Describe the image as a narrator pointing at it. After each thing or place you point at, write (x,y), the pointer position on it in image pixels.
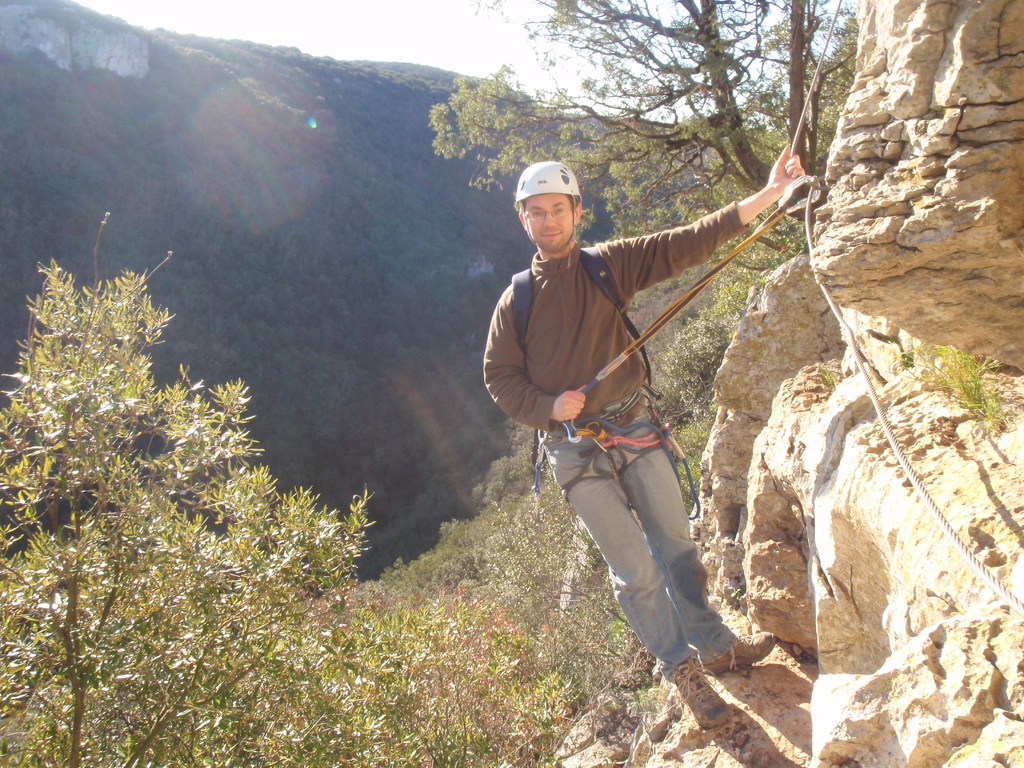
This image consists of a man (614,526) climbing the mountain (728,453). He is wearing a helmet (548,187) along with the ropes (622,475). On the right (965,444), there is a rock (835,330). At the top (382,20), there is sky (382,20).
